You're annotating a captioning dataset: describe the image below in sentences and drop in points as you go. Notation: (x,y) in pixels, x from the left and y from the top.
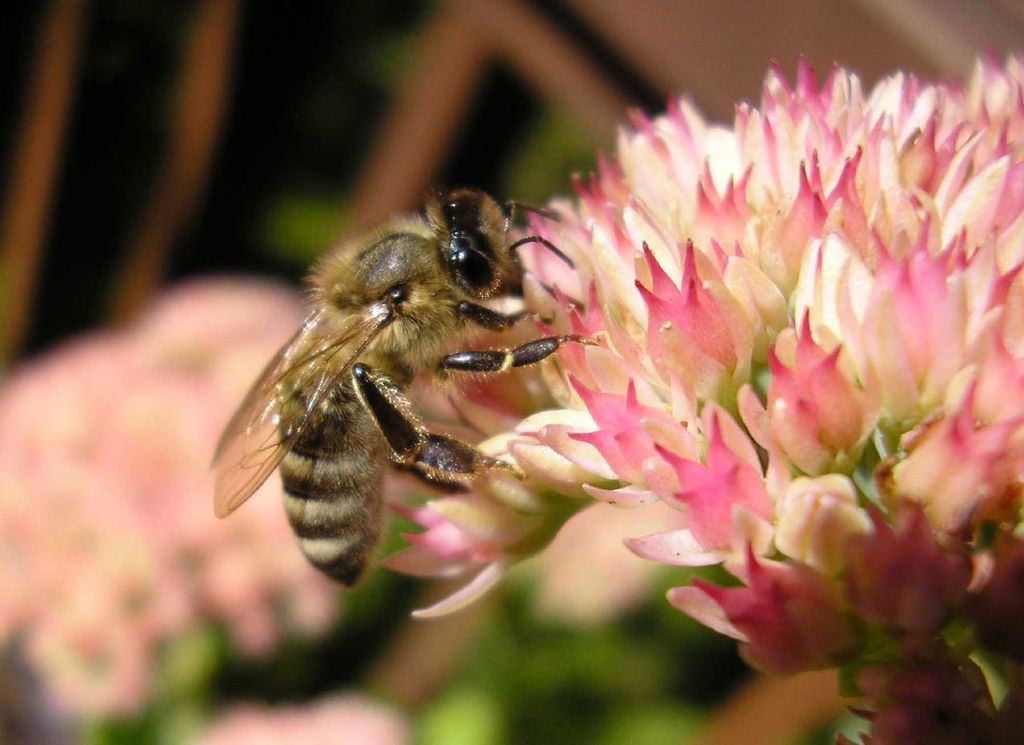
In this image I can see a insect (349,285) on the flower (716,244). Insect (421,276) is in brown and black color. The flower (680,274) is in pink and white color. Background (170,509) is blurred.
